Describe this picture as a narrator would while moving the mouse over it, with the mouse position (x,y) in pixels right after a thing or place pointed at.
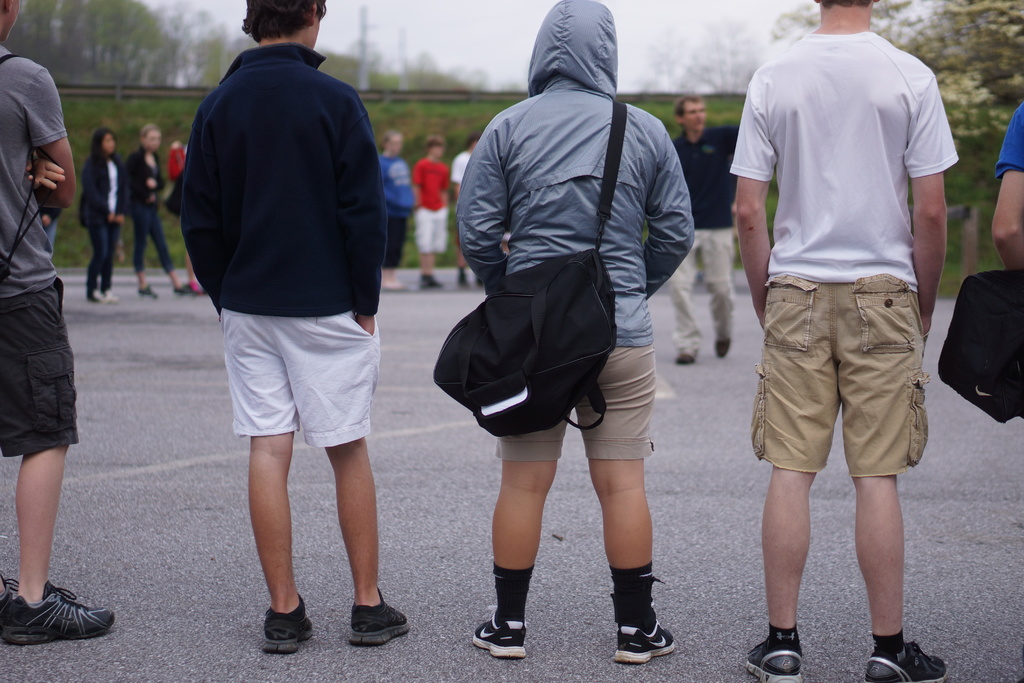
This image consists of many people (246,355) standing on the road (391,527). At the bottom (462,534), there is a road (423,528). In the background (145,57), there are trees (972,102) and green grass (400,124).
